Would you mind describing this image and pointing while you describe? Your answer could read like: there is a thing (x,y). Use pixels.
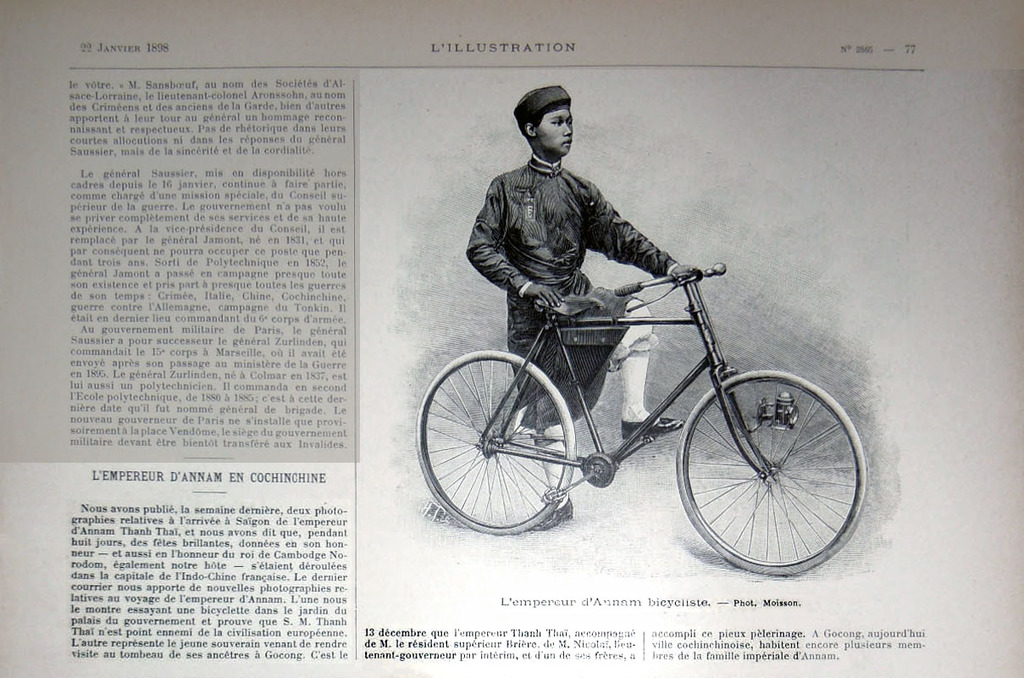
This is a paper (930,555) and on this paper (215,473) we can see a man (534,152), bicycle (846,489) on the ground (608,537) and some text (237,224).
